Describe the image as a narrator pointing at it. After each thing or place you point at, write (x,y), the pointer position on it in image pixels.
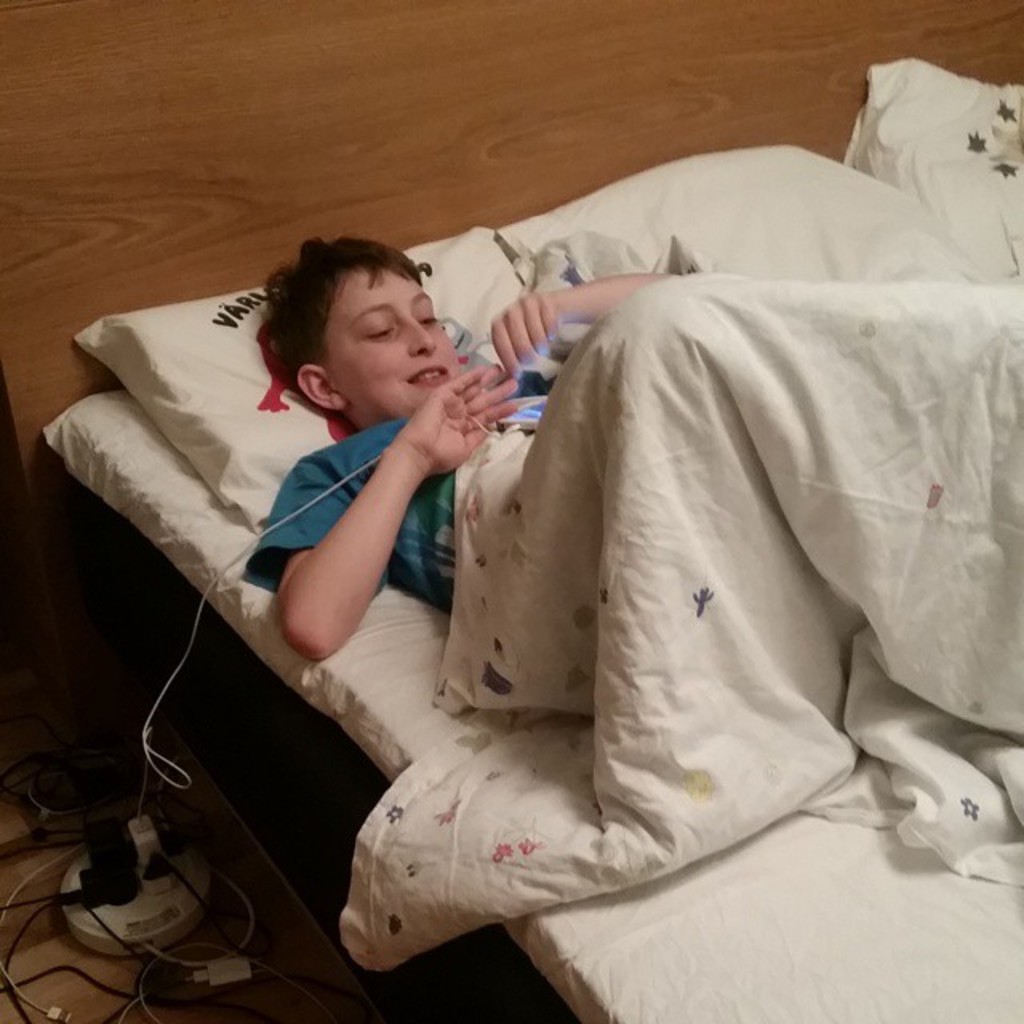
In this image i can see a person (338,551) a lying on the bed (387,699), and there are some pillows (224,419) and his wearing a blanket (620,560) and his smiling, and there are some cable cords (203,980) on the floor (46,989).
